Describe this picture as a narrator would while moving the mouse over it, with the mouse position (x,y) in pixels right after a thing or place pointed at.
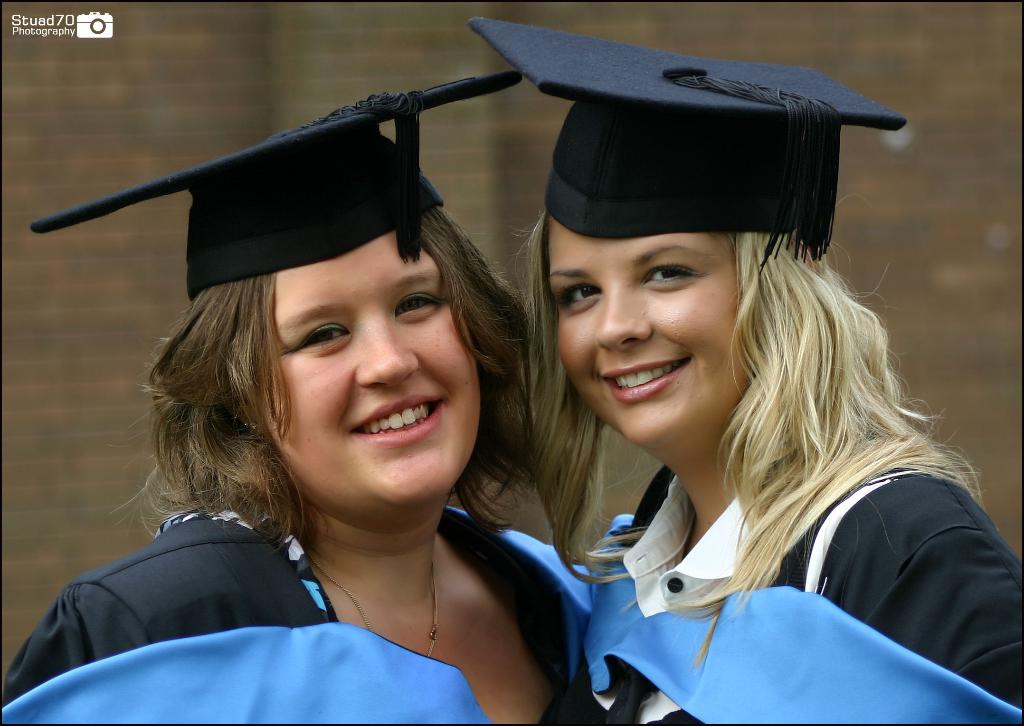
In this image we can see two girls (666,719) wearing a cap (538,63) and looking at someone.
